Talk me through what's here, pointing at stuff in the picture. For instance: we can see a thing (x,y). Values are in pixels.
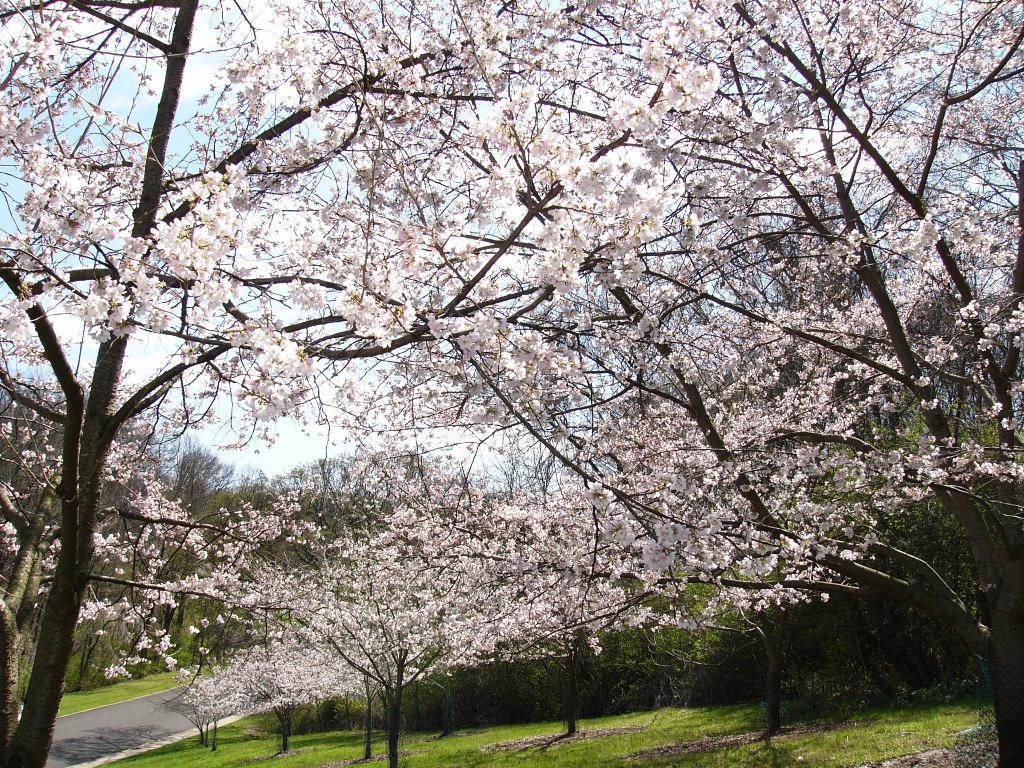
In the picture I can see trees (585,576) which are having white color flowers (564,513). Here I can see the grass (157,683), road (142,724) on the left side of the image (107,709) and I can see the sky (526,432) in the background (264,451).
